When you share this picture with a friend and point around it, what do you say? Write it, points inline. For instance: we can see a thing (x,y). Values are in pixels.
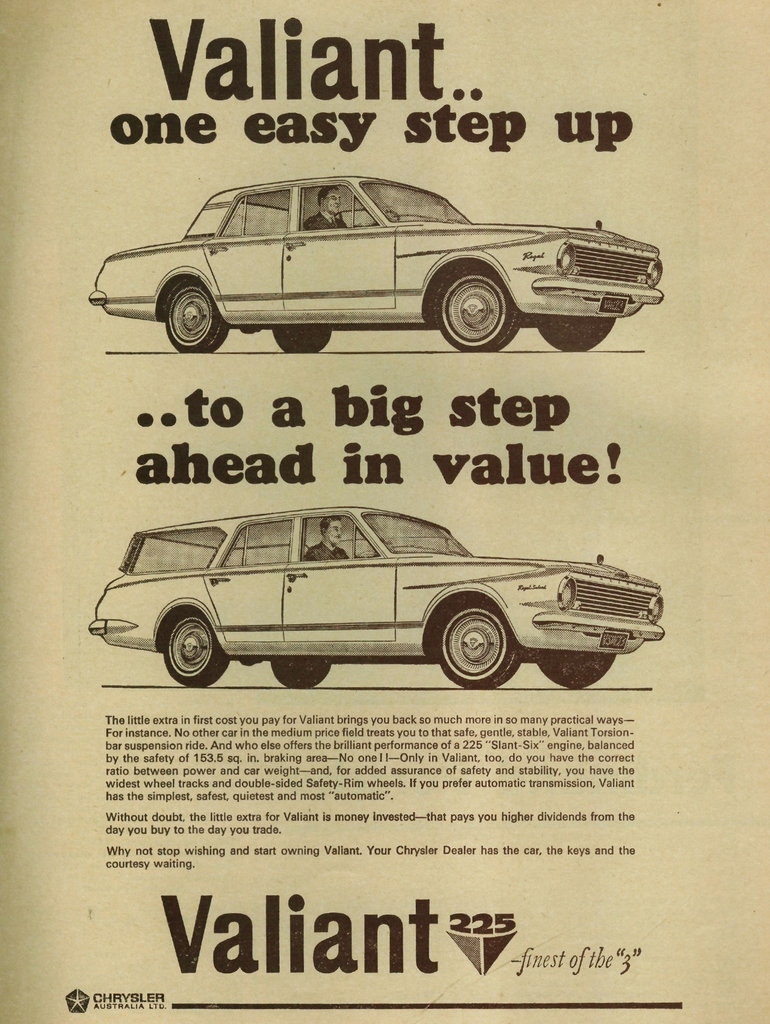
The picture looks like a poster. In the picture we can see cars (282,537) and text (420,848).
